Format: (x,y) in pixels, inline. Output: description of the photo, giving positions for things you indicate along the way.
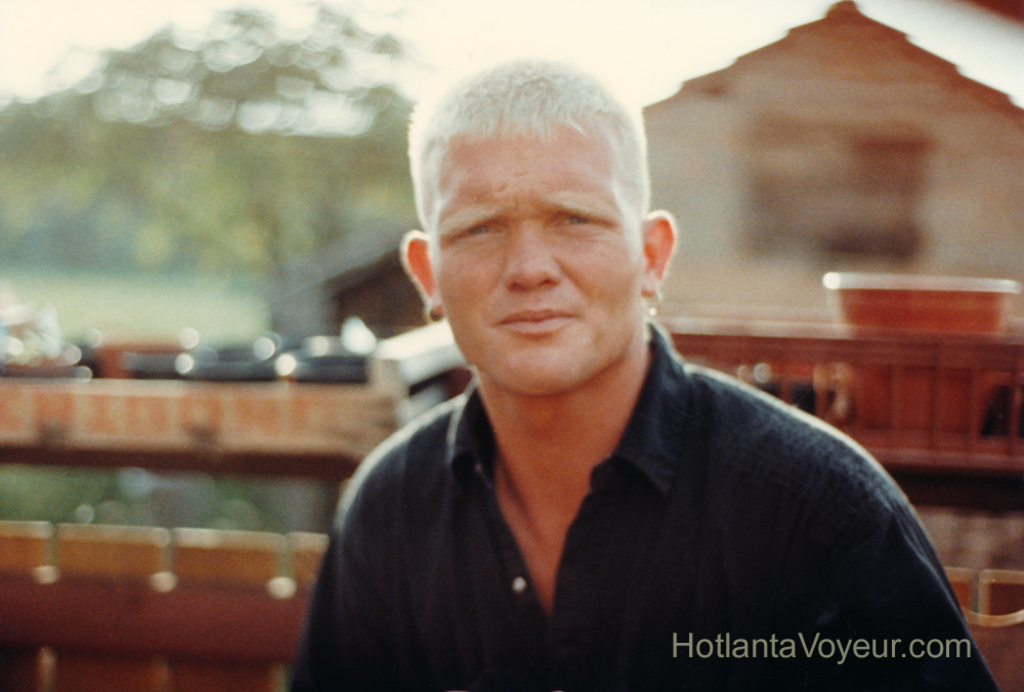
This image consists of a person (315,665). He is wearing a black shirt (467,656). There is a tree (378,200) behind him. There is a building (814,263) behind him.
